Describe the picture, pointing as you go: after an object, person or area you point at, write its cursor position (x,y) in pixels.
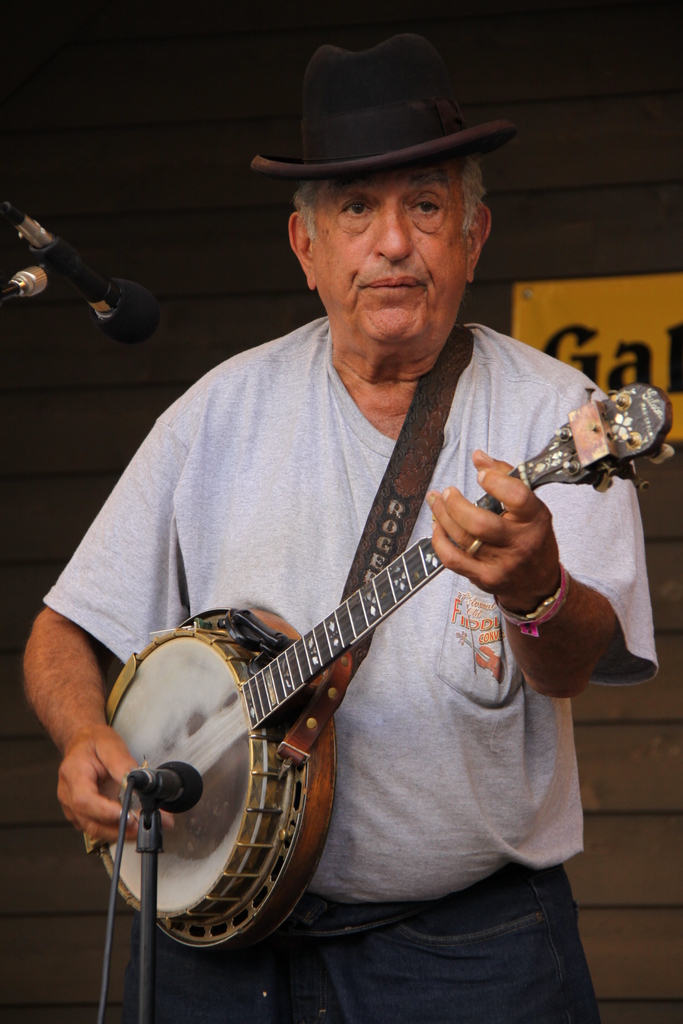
In this image there is a person (356,401) standing and holding a musical instrument (231,760) in his hand (133,829), in front of him there is a mic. On the left side of the image (59,259) there are mics (48,256). In the background (52,279) there is a wall (544,279) and a name plate (609,334) attached to it.
